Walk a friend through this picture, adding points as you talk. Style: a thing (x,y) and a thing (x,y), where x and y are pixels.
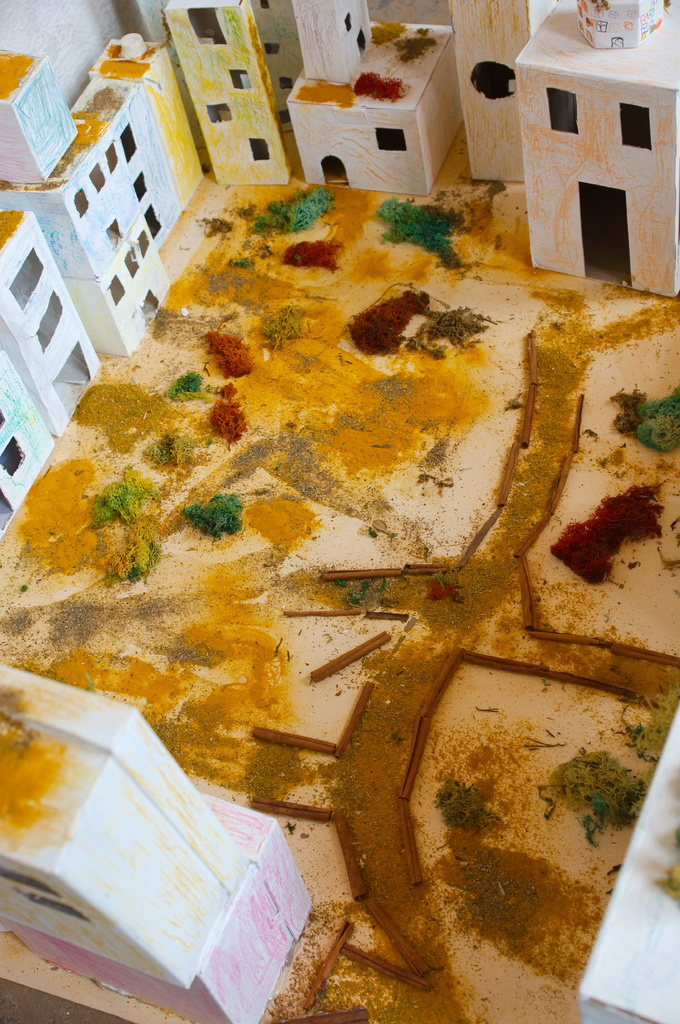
In this we can see a buildings (146,837), road (371,730), ground (317,520), trees (236,428) are there.
